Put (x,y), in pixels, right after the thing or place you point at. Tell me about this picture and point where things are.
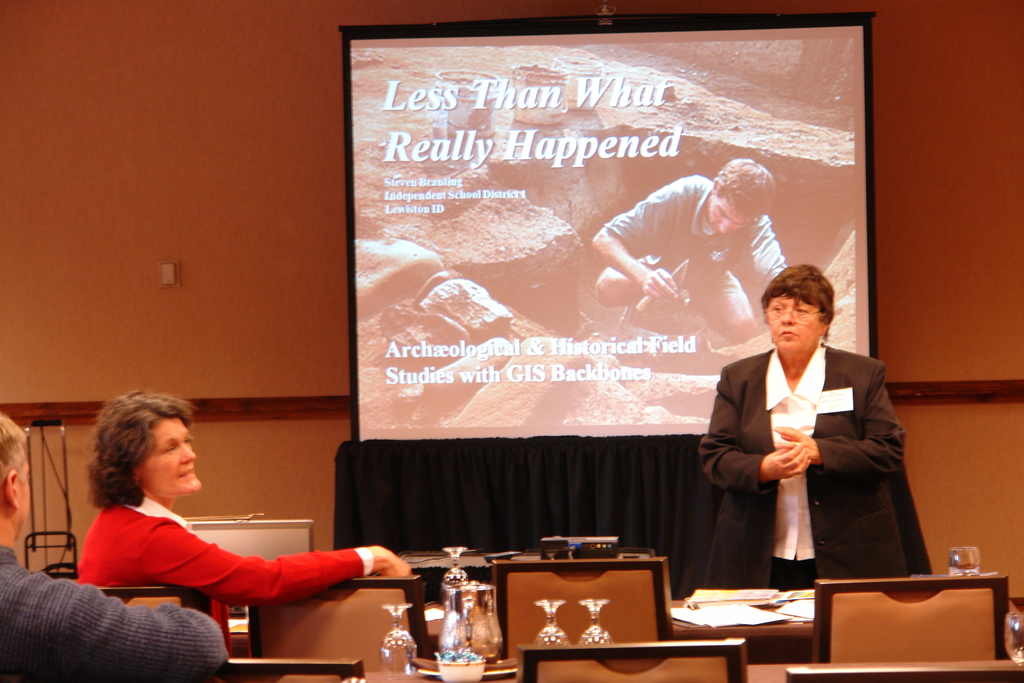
In this picture we can see two woman (163,477) and one men (82,602) where two are sitting on chair (108,590) and one is standing and looking at them and in front of them we can see glasses (552,609), bowl (473,674), papers (693,613) on table (714,633) and in background (430,285) we can see screen (409,194), wall (169,122).
